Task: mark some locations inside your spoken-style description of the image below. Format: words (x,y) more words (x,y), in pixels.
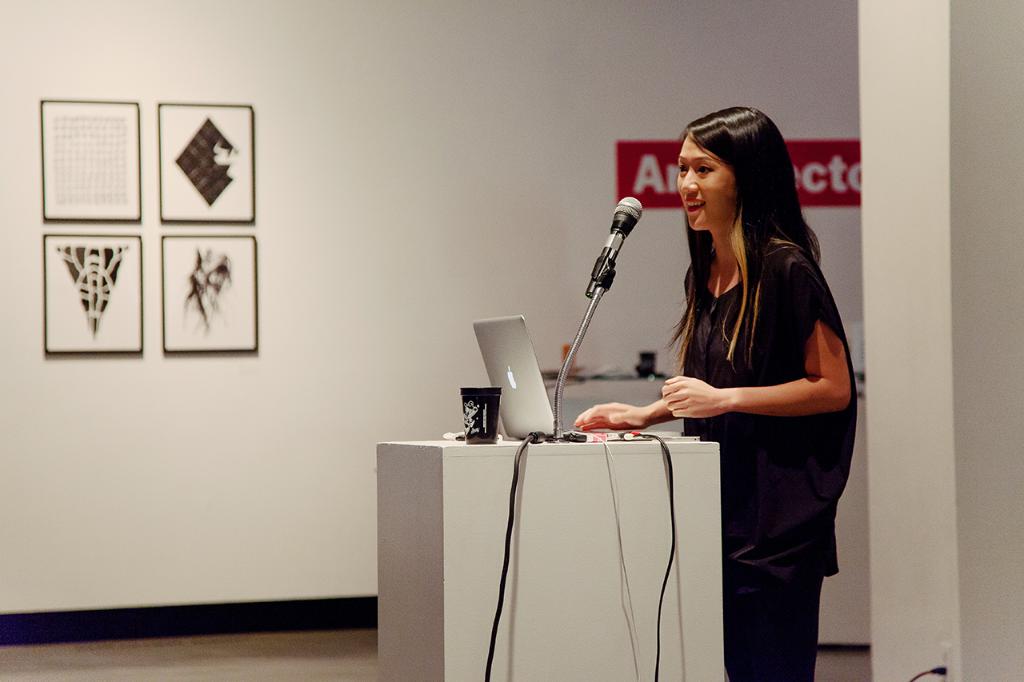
In this image we can see a person (681,413) standing and a table (640,504) is placed in front of her. On the table (558,468) there are mic (623,236), laptop (520,372), tumbler (475,413) and cables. In the background (184,152) we can see wall hangings (177,172) attached to the wall (148,422) and floor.
